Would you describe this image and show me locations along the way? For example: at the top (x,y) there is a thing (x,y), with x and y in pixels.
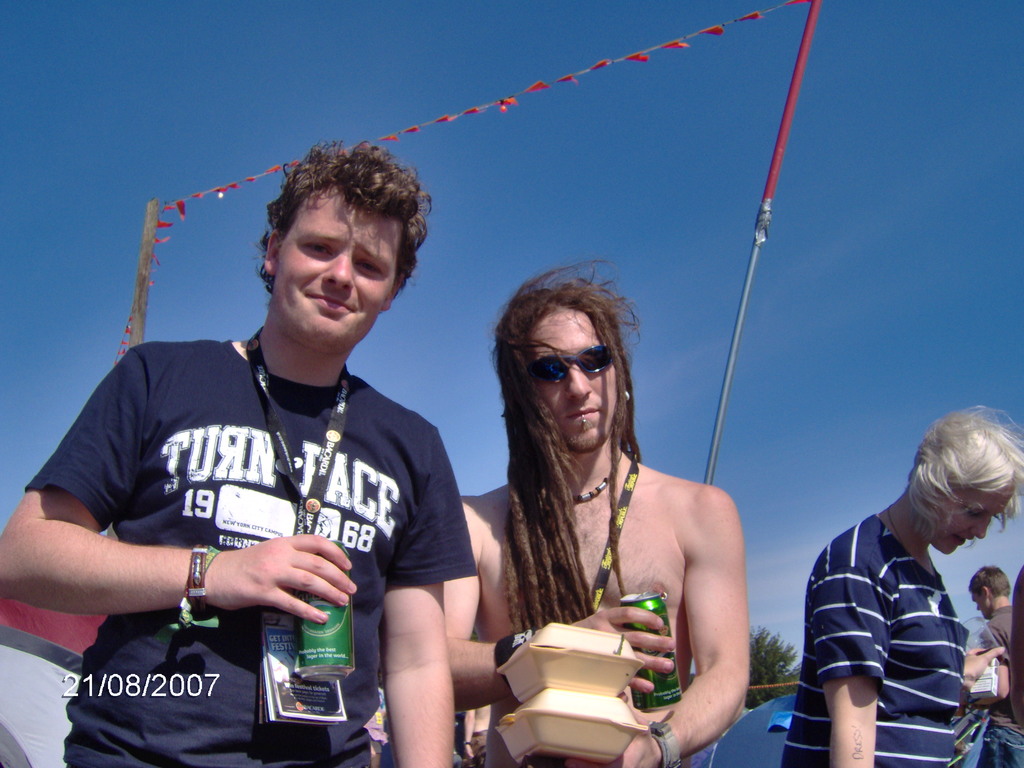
In this image I can see a person (256,454) wearing blue colored t shirt (205,400) is standing and holding an object (345,646) in his hand (304,576) and another person (595,569) is holding a green colored tin (662,601) and few other objects (606,657) in his hands (641,741). In the background (1018,766) I can see few other persons (881,648) standing, few poles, few red colored flags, the sky (594,125) and few trees (770,677).
